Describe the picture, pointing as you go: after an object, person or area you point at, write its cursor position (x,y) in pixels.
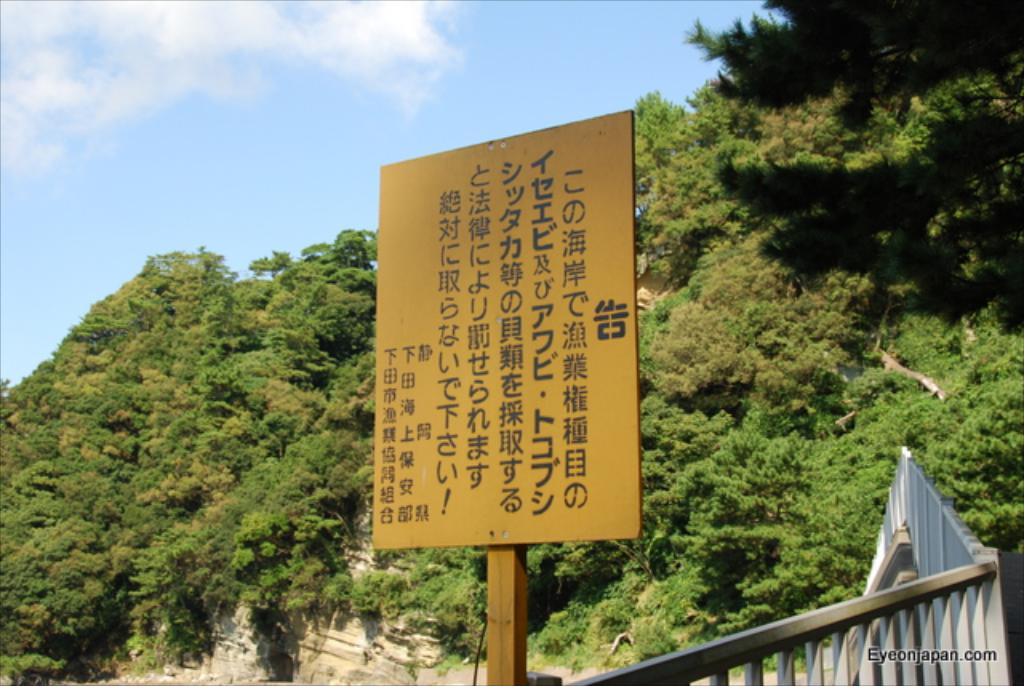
In this image there is a board (564,251), on that board (570,391) there is some text (480,388) and a railing (866,630), in the background (725,271) there are trees (755,309) and the sky (564,73), in the bottom right (907,663) there is text (963,662).
